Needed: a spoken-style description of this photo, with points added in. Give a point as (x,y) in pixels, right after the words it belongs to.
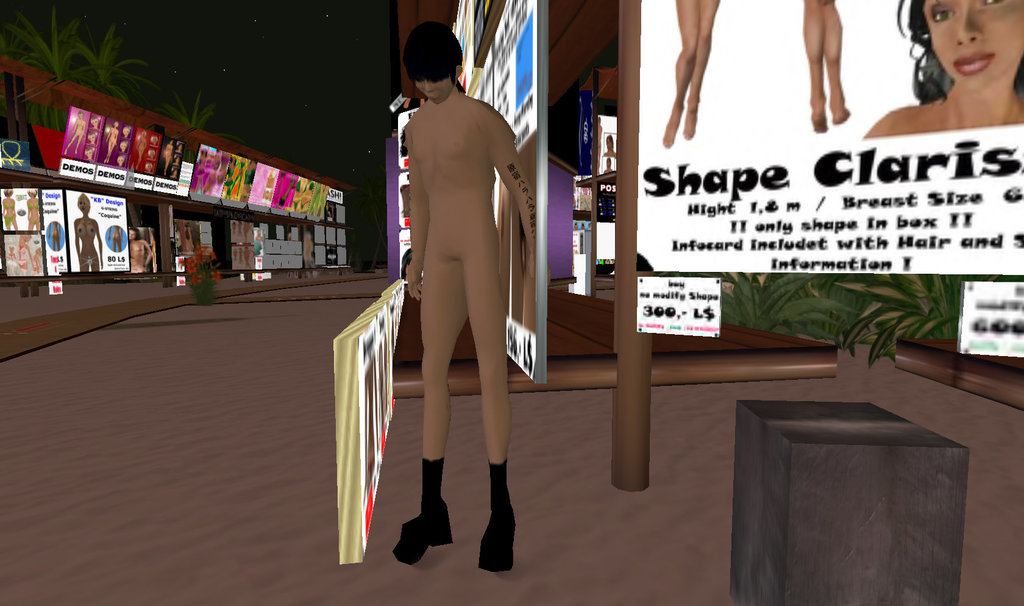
In this image I can see the digital art in which I can see a person (488,354) wearing black colored shoes (428,461) is standing, few boards (881,86), the store (189,185), few trees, few flowers (212,280) which are red in color, the road (215,317) and the dark sky (323,65).
